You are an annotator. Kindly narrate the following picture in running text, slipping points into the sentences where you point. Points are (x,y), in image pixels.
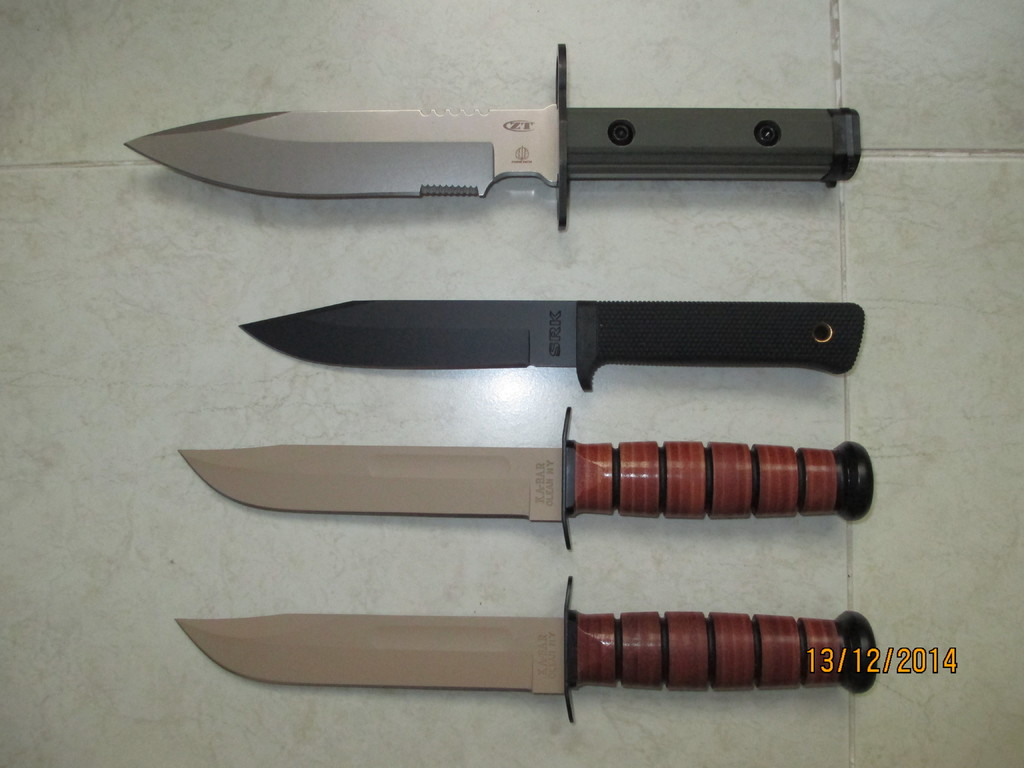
In the picture we can see a floor (143,533) with white tiles (948,595) on it we can see a four knives (734,630) with different types.
